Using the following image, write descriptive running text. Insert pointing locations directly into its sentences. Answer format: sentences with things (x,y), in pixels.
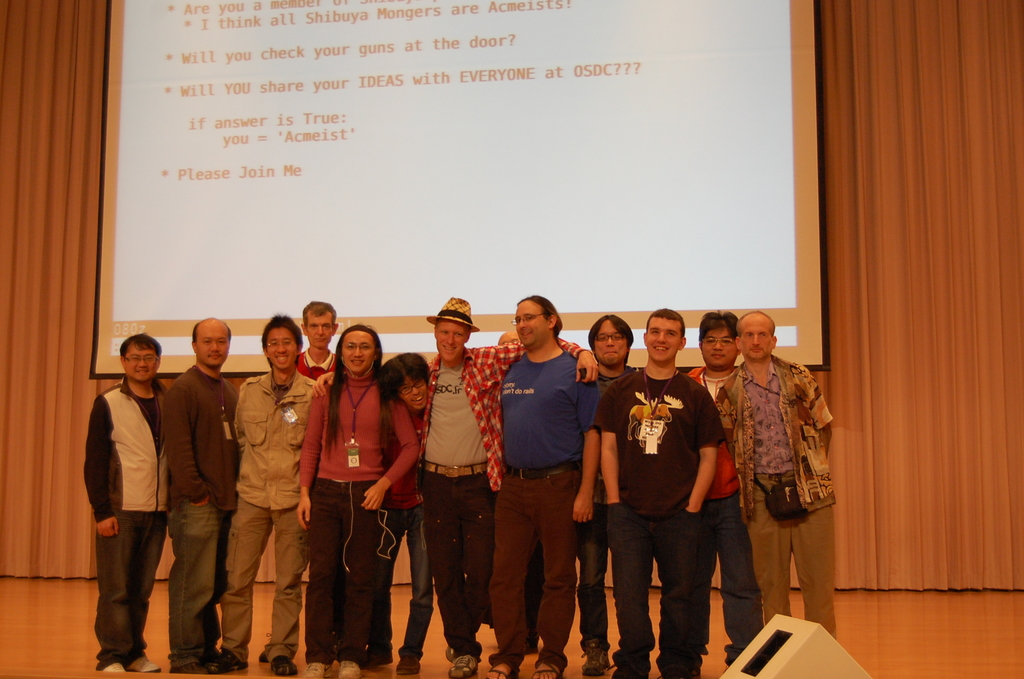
In this picture I can see a group of people (625,436) in the middle (633,319), in the background (249,200) there is the projector screen (544,264).
